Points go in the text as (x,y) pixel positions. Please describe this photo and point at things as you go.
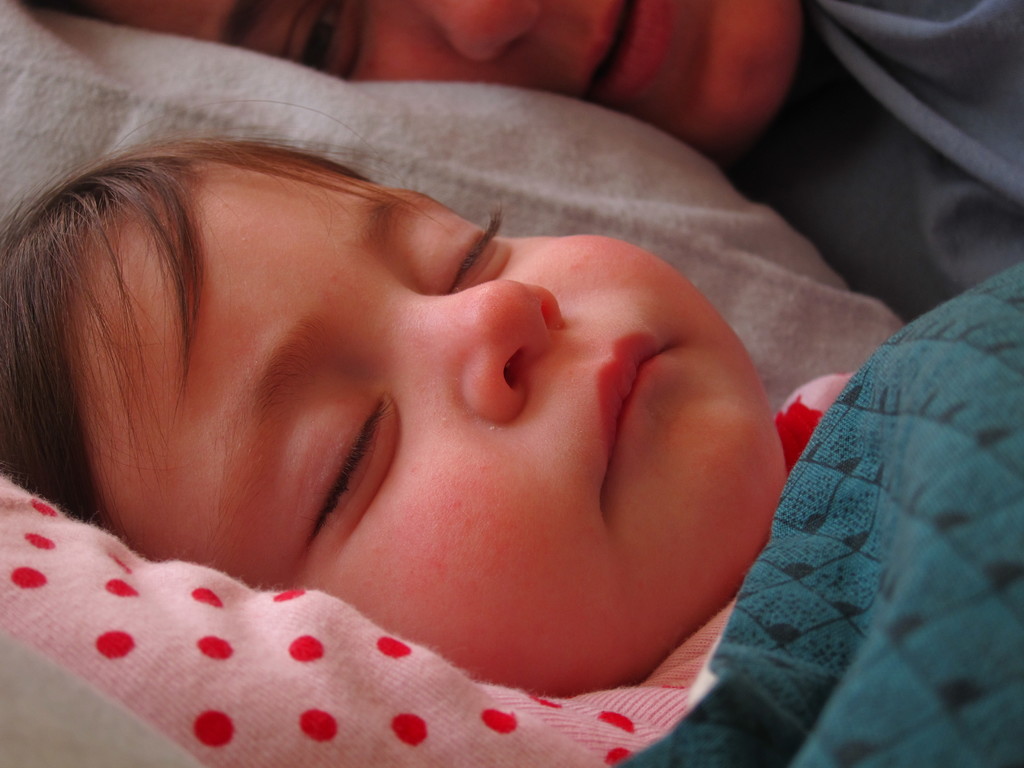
In the picture we can see a baby (26,468) sleeping on the bed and on her we can see a cloth (848,655) which is blue in color and besides the baby (568,720) we can see a person (845,253) laying.
